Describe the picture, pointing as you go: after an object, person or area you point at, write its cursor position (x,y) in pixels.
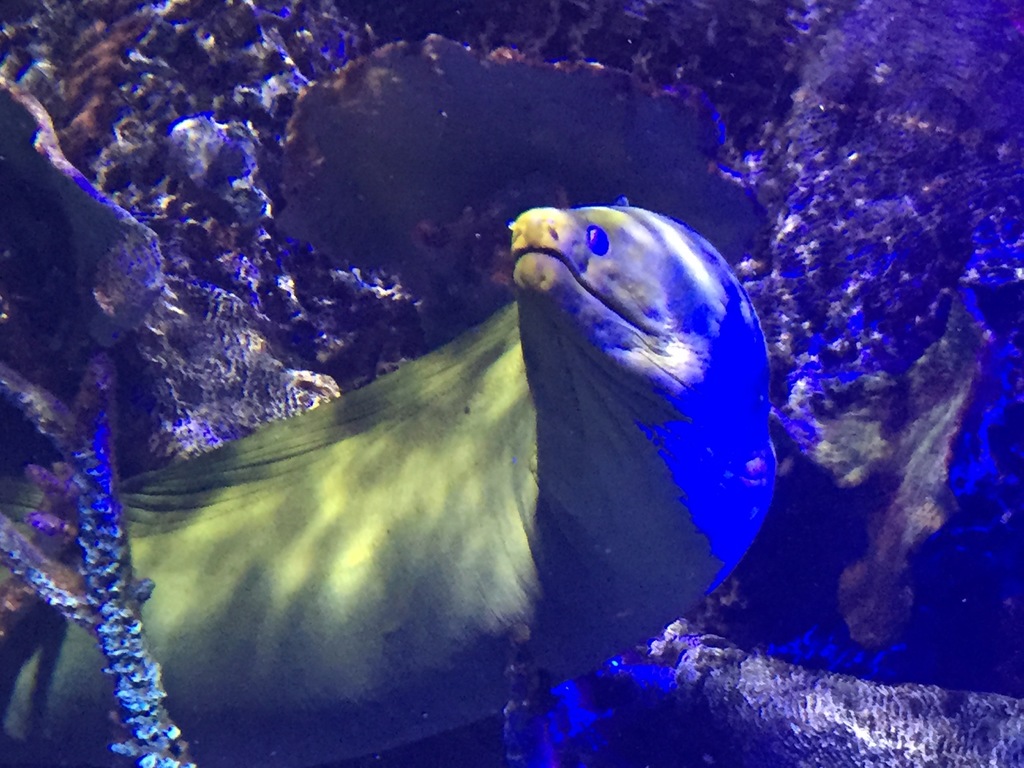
In this picture I can see an animal (445,421) which is of green in color and I see that this image is of a bit blue in color.
